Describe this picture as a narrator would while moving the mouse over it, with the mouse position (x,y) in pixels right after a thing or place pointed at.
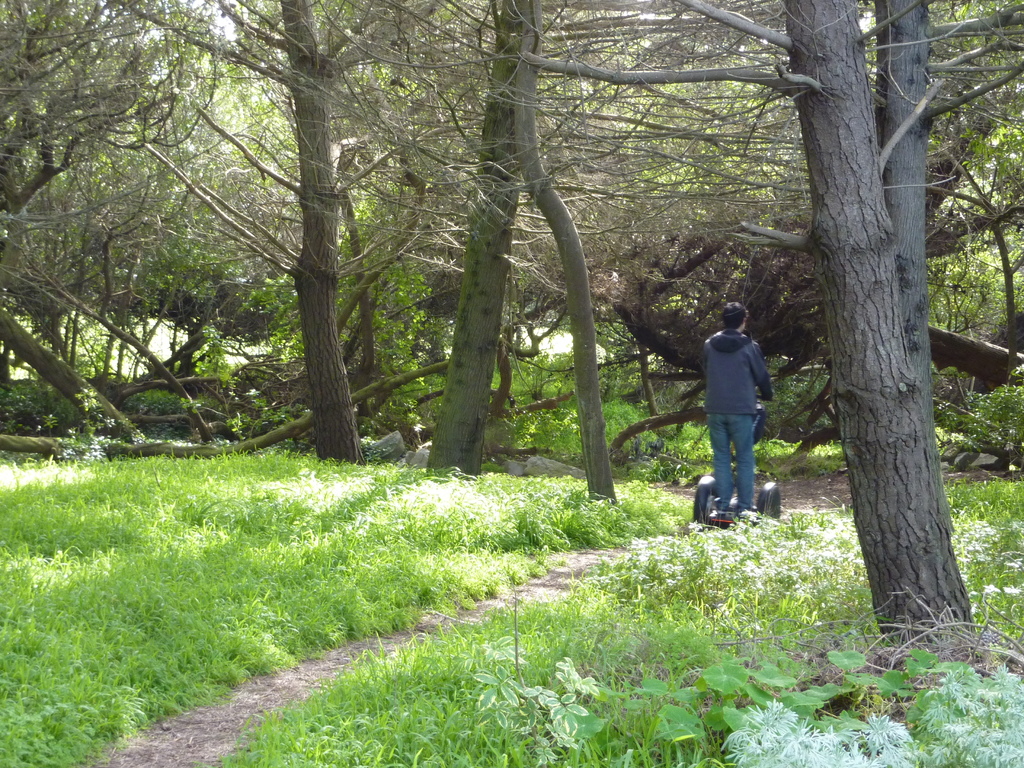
In this image I can see a person (748,344) is on the vehicle (709,514). I can see trees (303,395) and green grass (24,653).
